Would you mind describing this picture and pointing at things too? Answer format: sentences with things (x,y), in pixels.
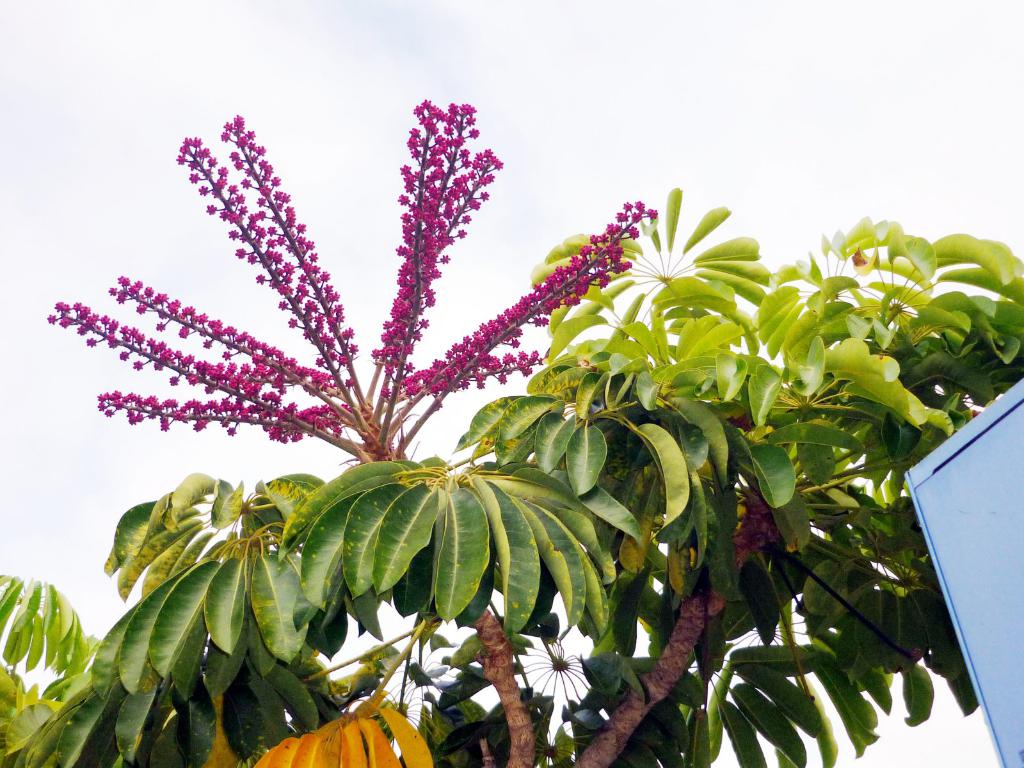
In this image there are small pink colour flowers (309,331) in the middle (413,347). At the bottom (431,617) there is a tree (509,675) with the green leaves (573,496). On the right side (948,491) there is a blue colour box (974,534).
